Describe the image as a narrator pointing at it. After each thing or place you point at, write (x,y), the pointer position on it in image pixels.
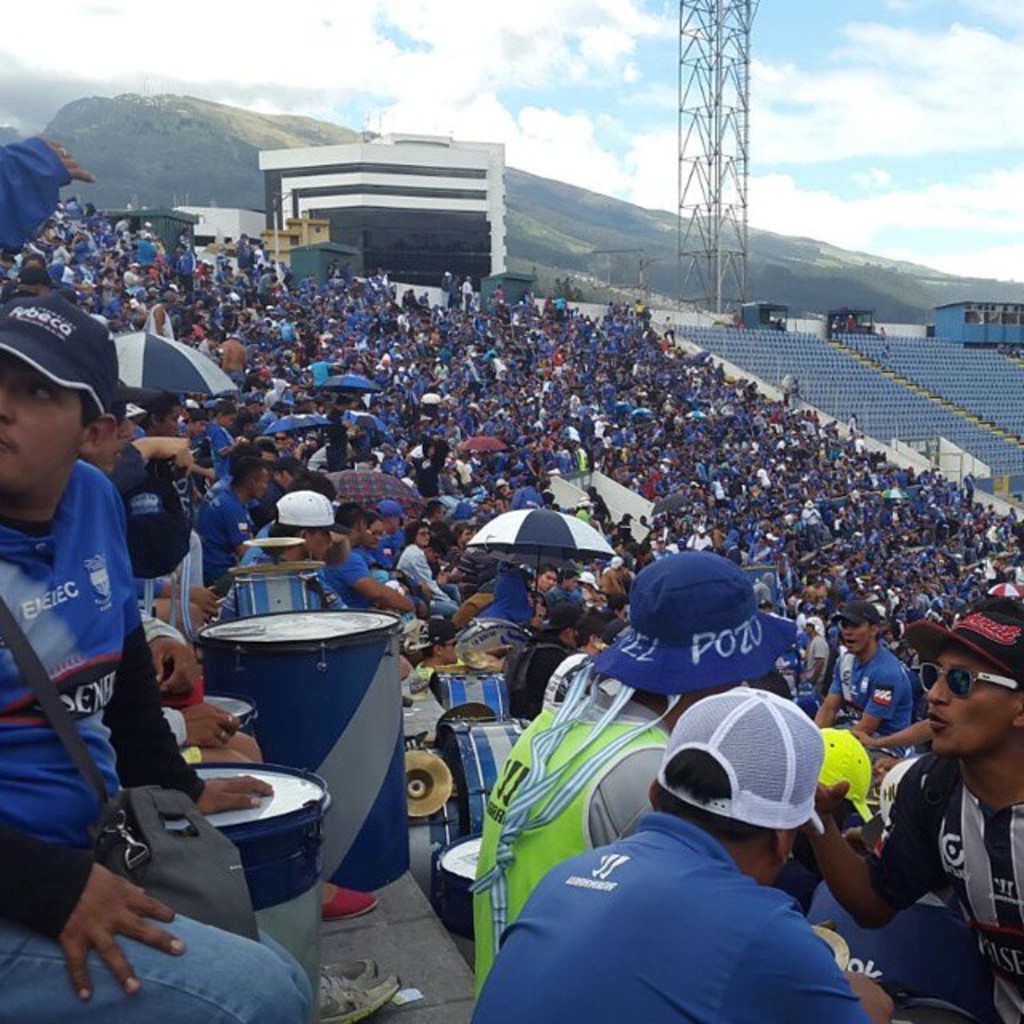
In this picture I can see there are audience (450,487) here and there is a tower (699,263) and mountain (673,257) in the backdrop (197,145).
